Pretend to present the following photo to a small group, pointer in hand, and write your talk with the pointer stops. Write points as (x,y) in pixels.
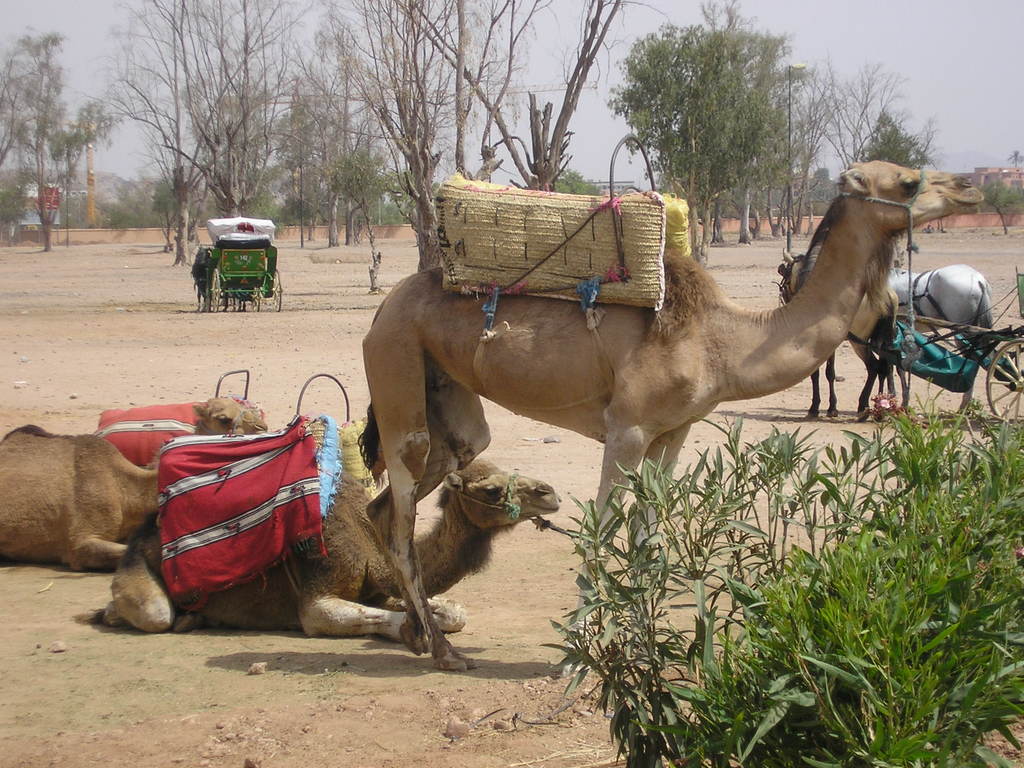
In the right side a camel (605,487) is standing and in the left side (339,514) 2 camels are sitting, there are trees (650,121) in the middle of an image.
